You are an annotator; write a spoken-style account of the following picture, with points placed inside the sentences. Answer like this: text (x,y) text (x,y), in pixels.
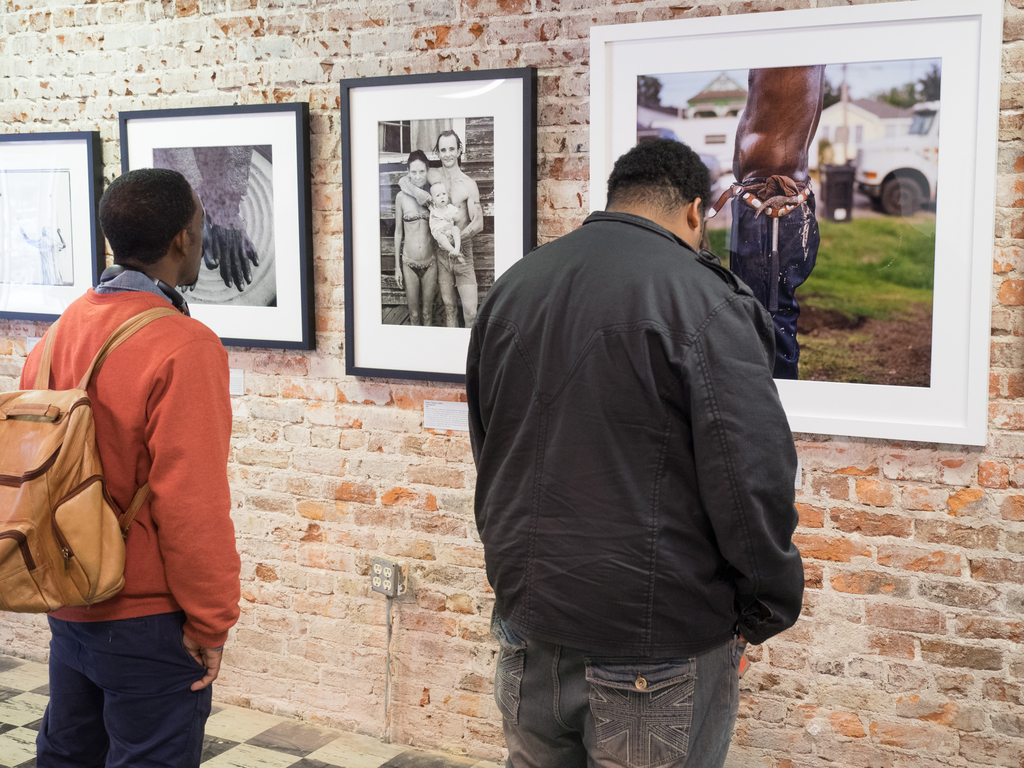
In this image we can see there are two people (729,383) standing, one among them is wearing a bag (70,570), in front of them there are photo frames (614,145) of people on the brick wall (87,128).
